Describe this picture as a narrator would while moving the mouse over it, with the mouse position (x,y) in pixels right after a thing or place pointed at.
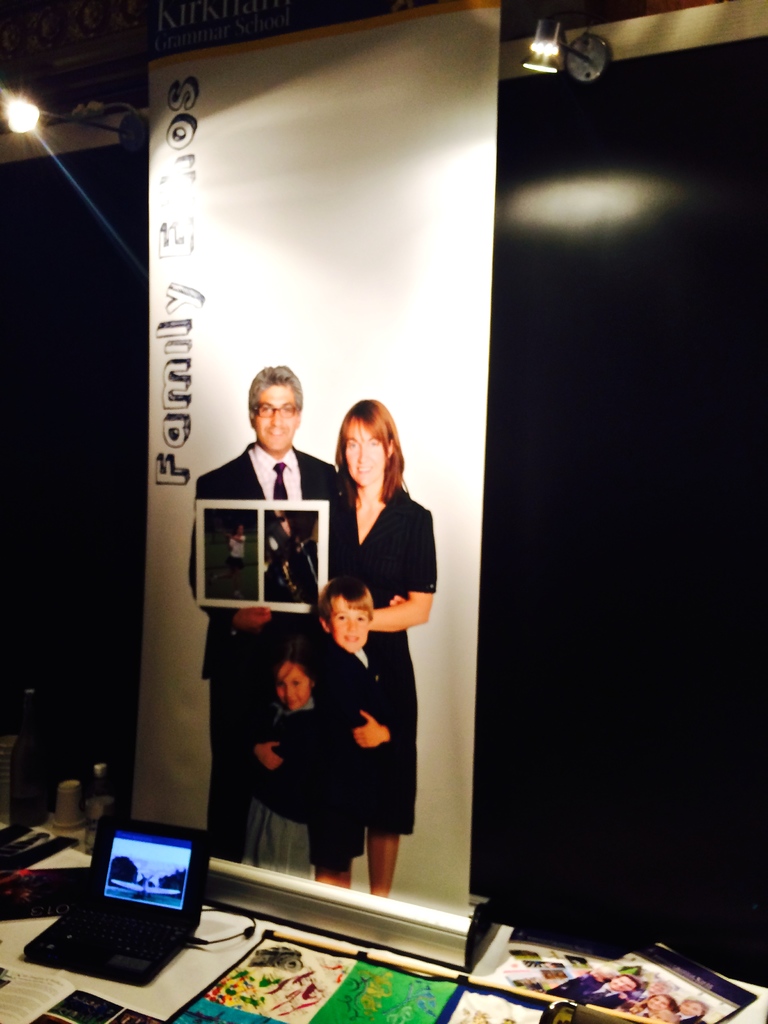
This picture is of inside. In the foreground (474,980) there is a table (201,958), on the top of which a laptop (142,913) and some papers (491,1002) are placed and there is a banner (387,100) on which we can see the picture (238,711) of a man (252,447), a Woman (419,537) and two children (312,716) is printed. In the background (627,192) we can see a wall (631,282) and focusing lights (550,38).
